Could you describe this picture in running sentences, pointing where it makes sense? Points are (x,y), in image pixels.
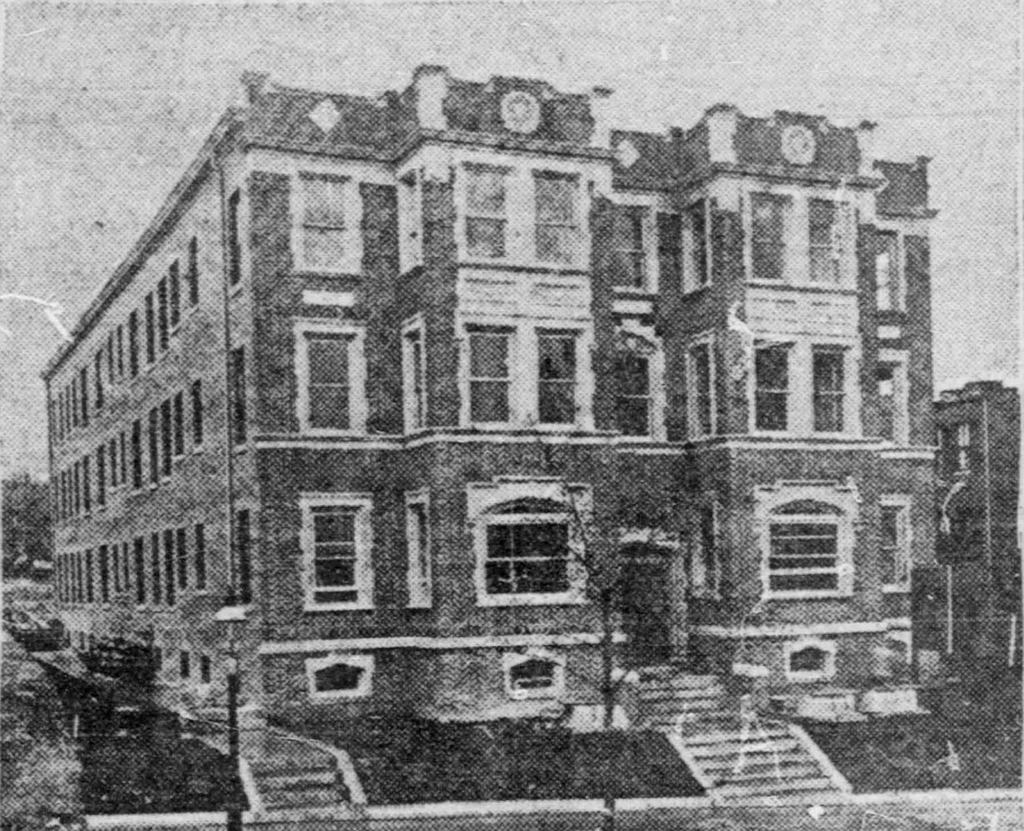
In the image there is a black and white picture, in that picture there is a building (515,318).
